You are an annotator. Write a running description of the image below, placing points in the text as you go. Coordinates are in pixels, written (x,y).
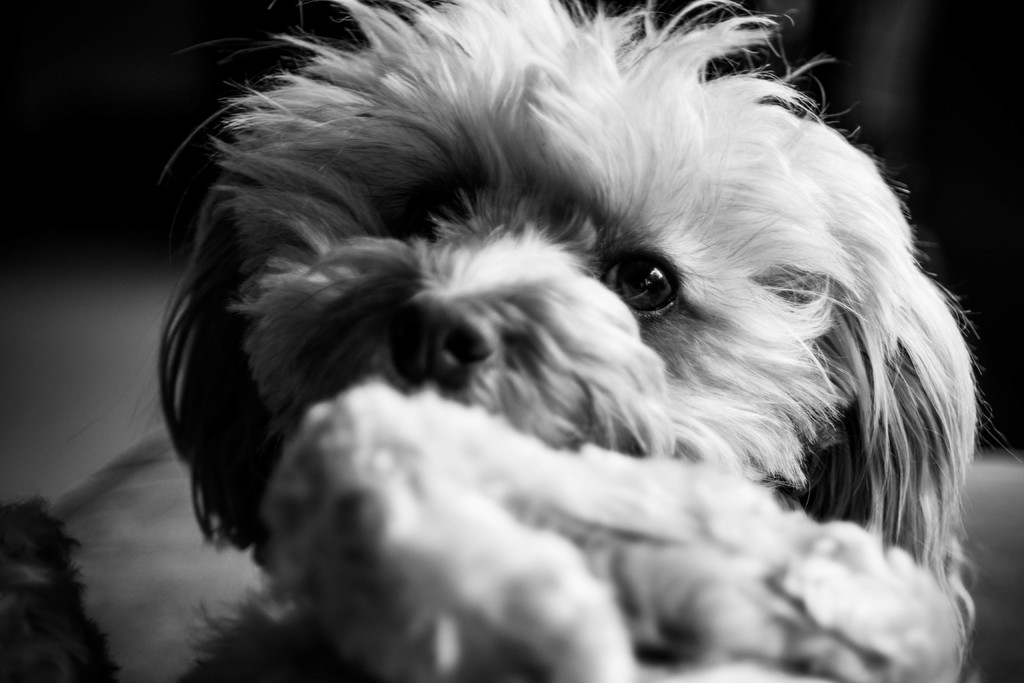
In the picture we can see a dog (642,330) with full of fur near the dog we can see a fluffy object (431,589).
